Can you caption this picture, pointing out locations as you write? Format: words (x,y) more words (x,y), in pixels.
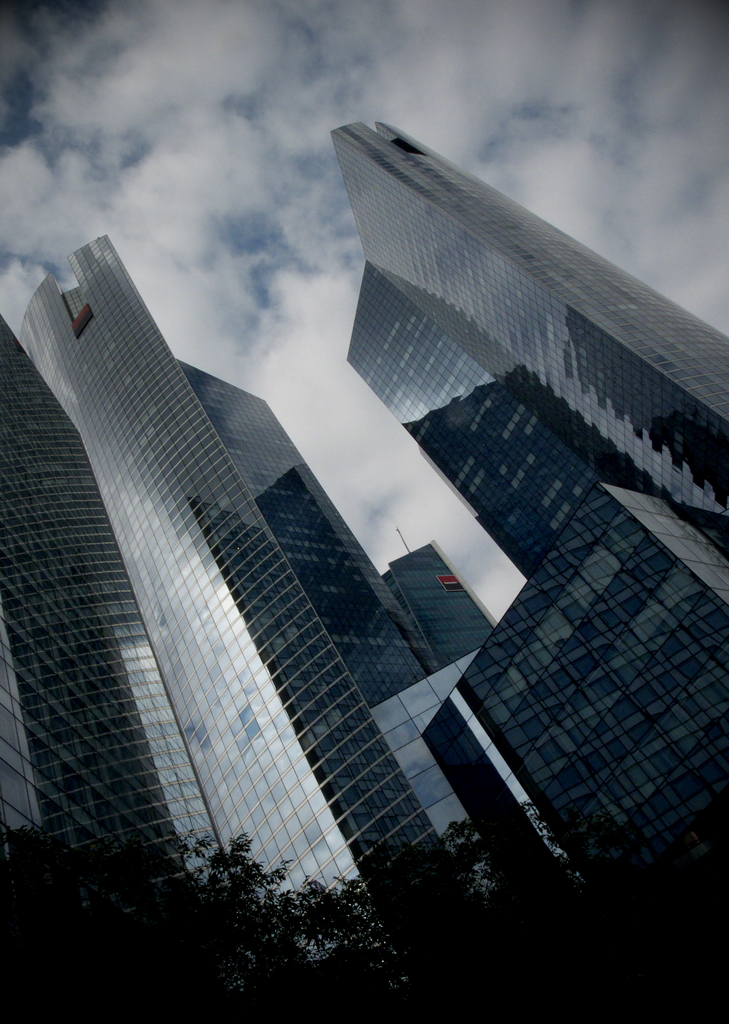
In the image we can see there are huge buildings (645,315) and in front (277,932) there are trees (389,930).
